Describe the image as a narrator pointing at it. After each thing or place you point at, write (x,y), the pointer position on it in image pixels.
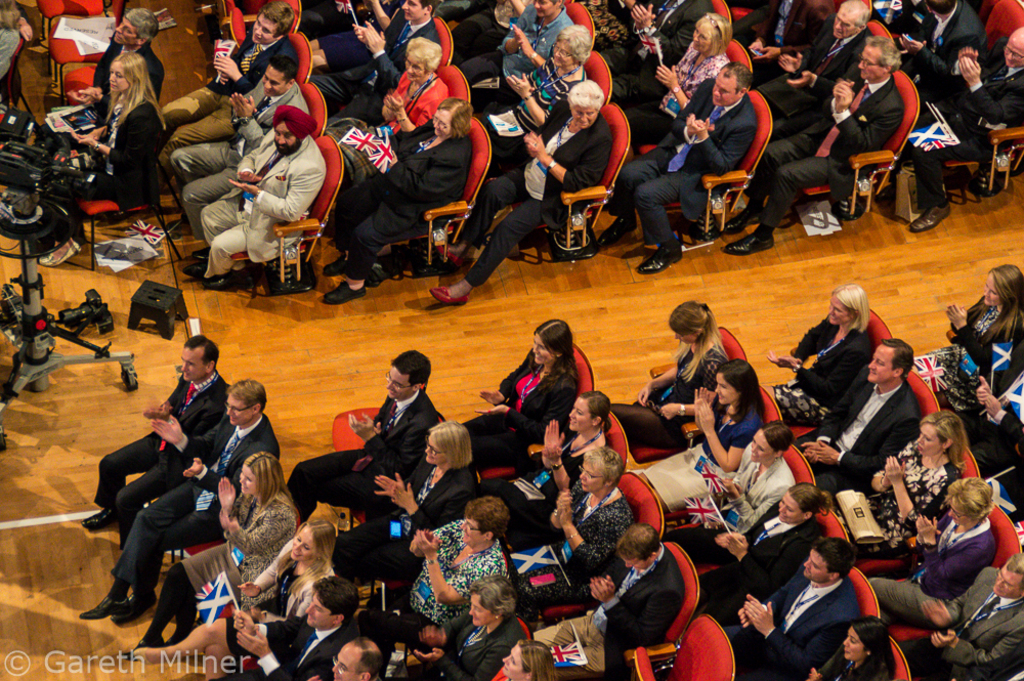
In this image there are so many people (813,172) sitting in the chairs (764,148) and clapping their hands (398,117). On the left (68,167) there is a camera (59,157) kept on the stand (42,335). At the bottom (253,638) there is a person (257,617) who is holding the flag (219,606).
